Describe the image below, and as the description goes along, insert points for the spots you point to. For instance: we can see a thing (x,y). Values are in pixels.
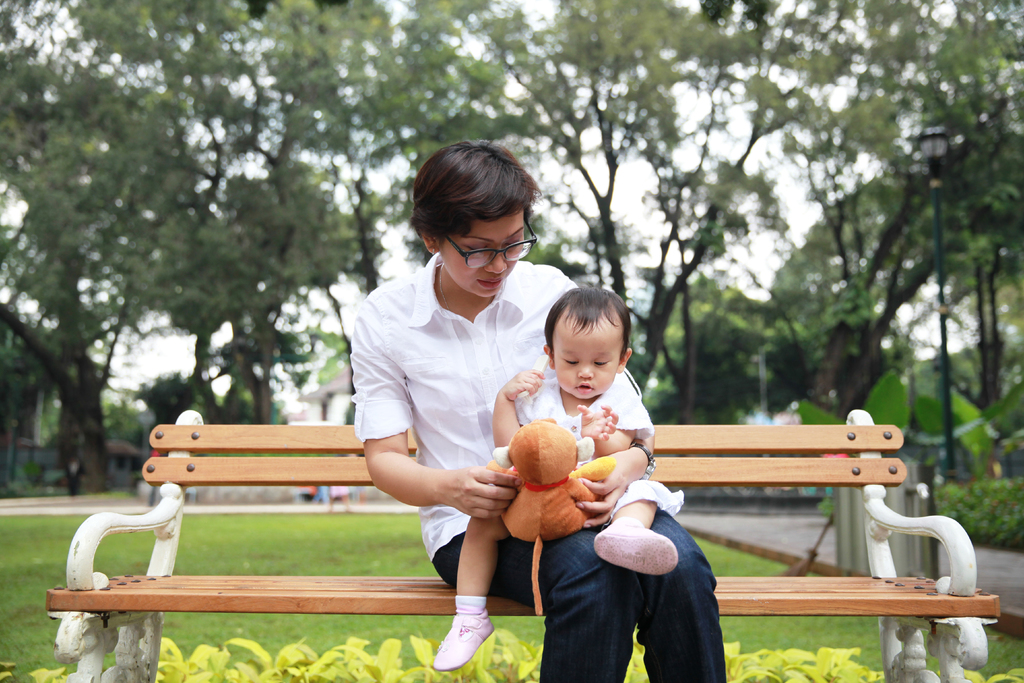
In this image I can see a woman (591,682) and a child (552,310) are sitting on a bench (734,445). I can also see a soft toy (576,451) in her hand (611,509). In the background (527,86) I can see number of trees (56,283).
